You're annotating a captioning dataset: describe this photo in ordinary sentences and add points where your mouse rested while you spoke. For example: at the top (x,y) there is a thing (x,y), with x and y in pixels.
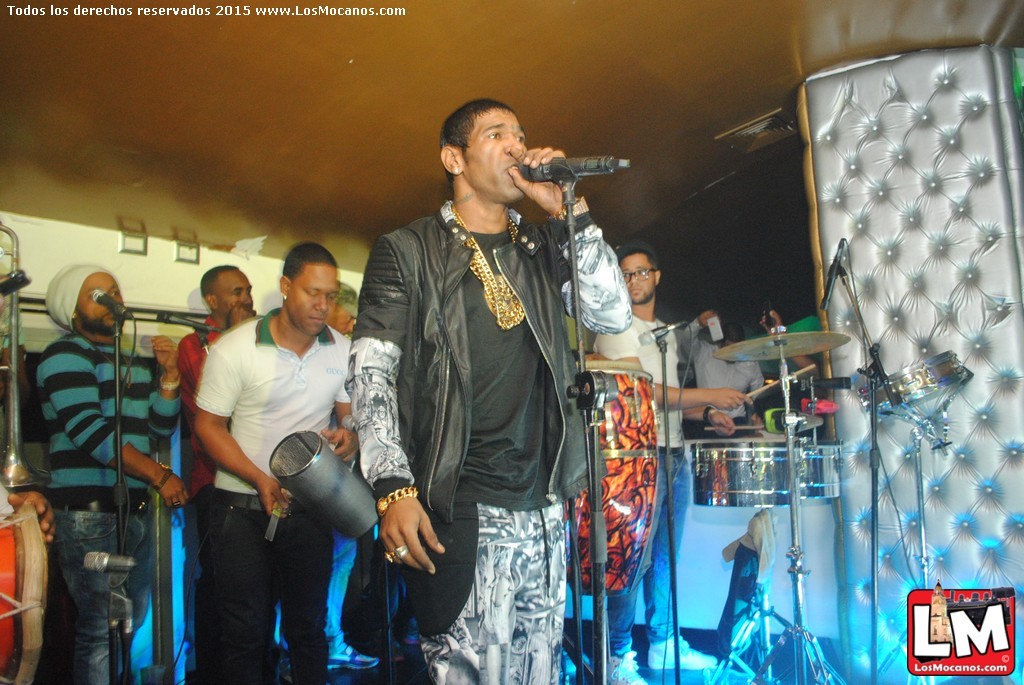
In this image I can see number of people (550,393) are standing, I can also see one man (452,159) is holding a mic (554,177) and few (262,481) are holding musical instruments (2,663). I can also see few mics (101,290) and few more musical instruments (618,562).
